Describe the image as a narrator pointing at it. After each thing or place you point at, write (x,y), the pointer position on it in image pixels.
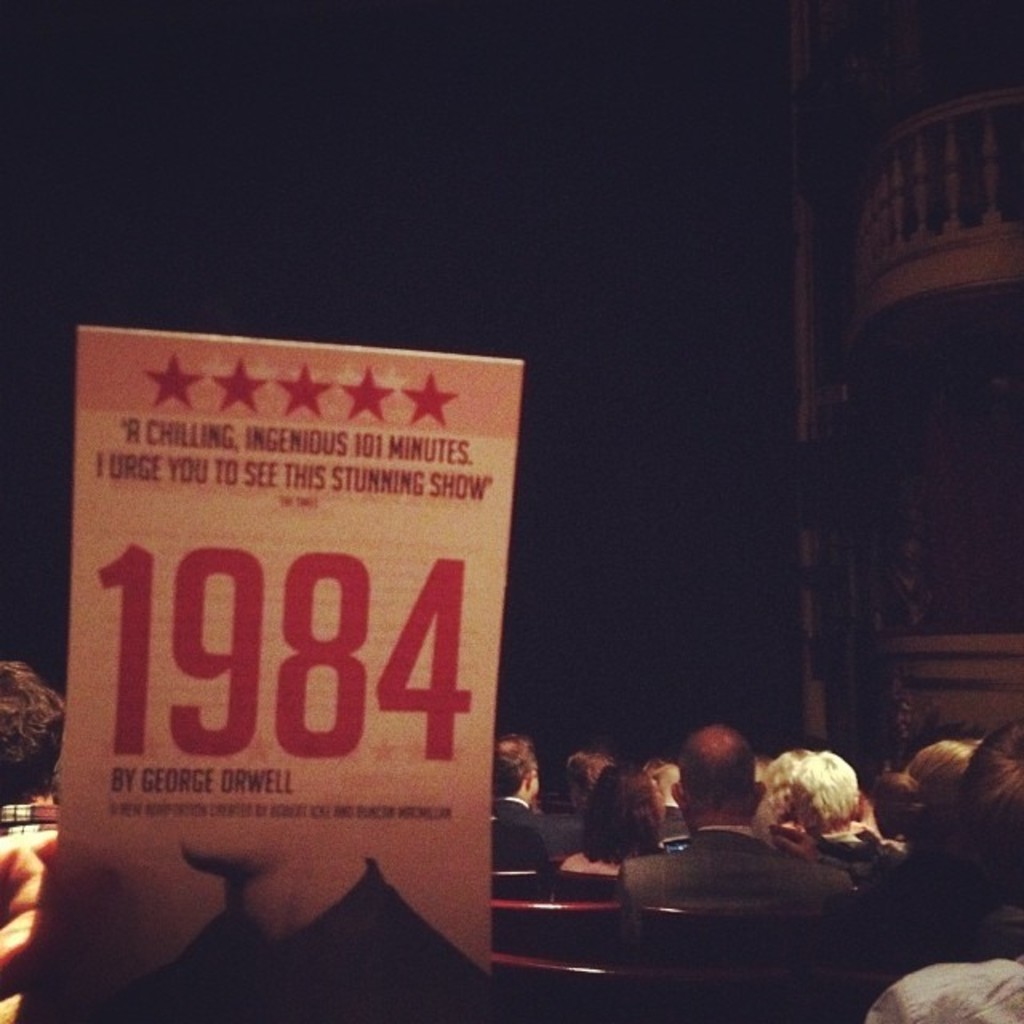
In this picture I can see people (627,831) sitting on the chairs (615,890). I can see the board (326,657) on the left side (310,606).
